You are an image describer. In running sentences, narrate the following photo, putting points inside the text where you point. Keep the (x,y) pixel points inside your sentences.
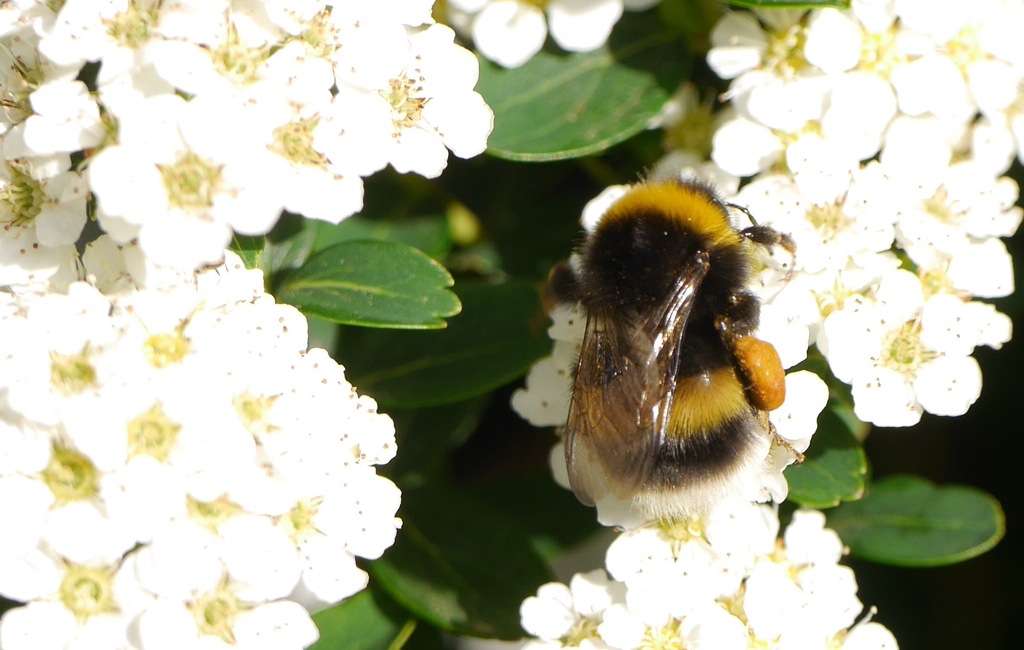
In this picture we can see a few white flowers (535,372) and green leaves (316,278). There is an insect (683,267) visible on a white flowers (734,139).
